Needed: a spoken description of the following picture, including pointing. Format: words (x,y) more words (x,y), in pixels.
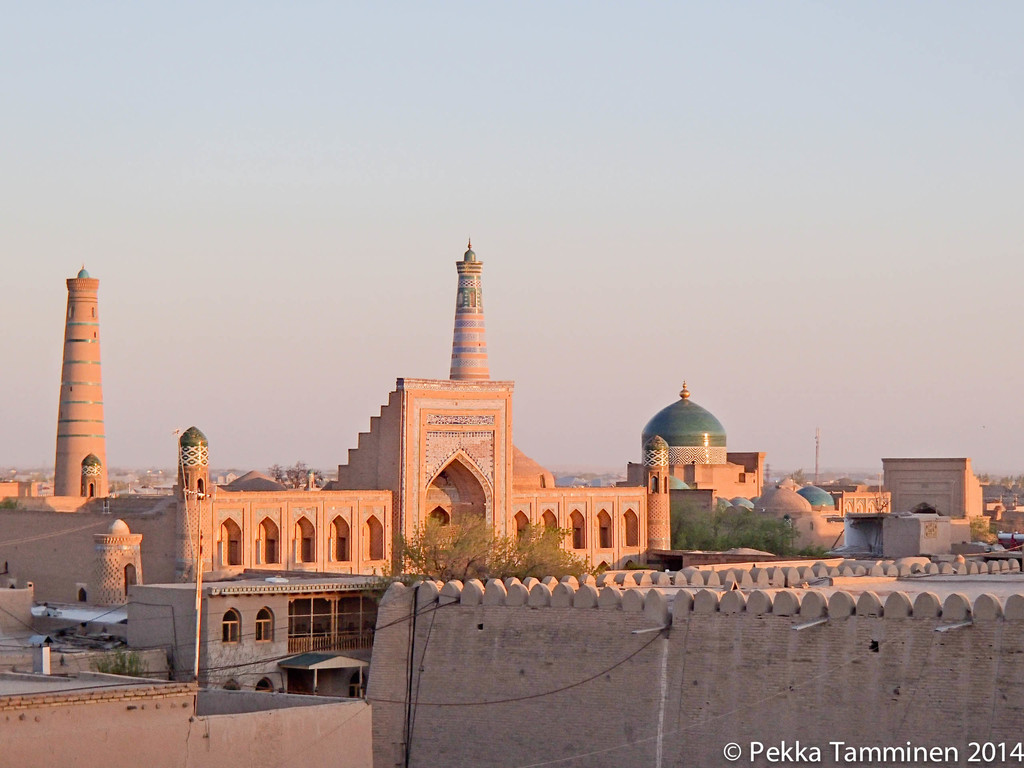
In this image I can see number of buildings (801,581), trees (437,529), wires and here I can see watermark (796,749).
